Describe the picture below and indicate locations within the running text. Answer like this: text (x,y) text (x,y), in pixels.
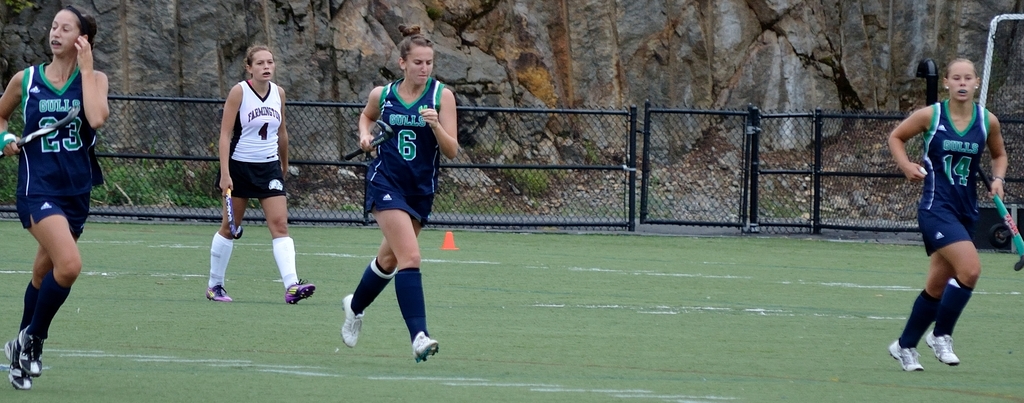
In this image there are few hockey players (408,194) running on the ground (745,286) by holding the hockey bats (1015,242). In the background (637,156) there is a fence (713,197). On the right side (985,69) top there is a goal post (981,95). In the background (451,43) there is a big rock (759,59). There are four women (88,60) who are running on the ground (730,346).
